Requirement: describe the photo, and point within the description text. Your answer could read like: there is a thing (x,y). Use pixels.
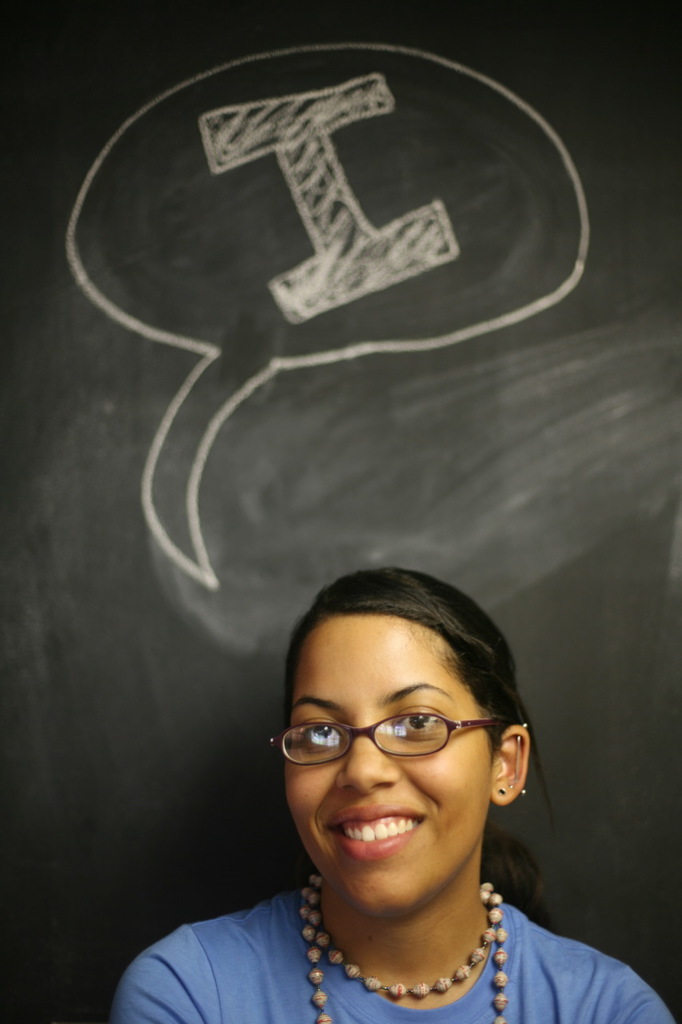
In the front of the image (328,616) I can see a woman (405,886) smiling and wearing spectacles (419,739). In the background of the image (578,710) there is a black board (226,381). Something is written on the blackboard (216,306).
